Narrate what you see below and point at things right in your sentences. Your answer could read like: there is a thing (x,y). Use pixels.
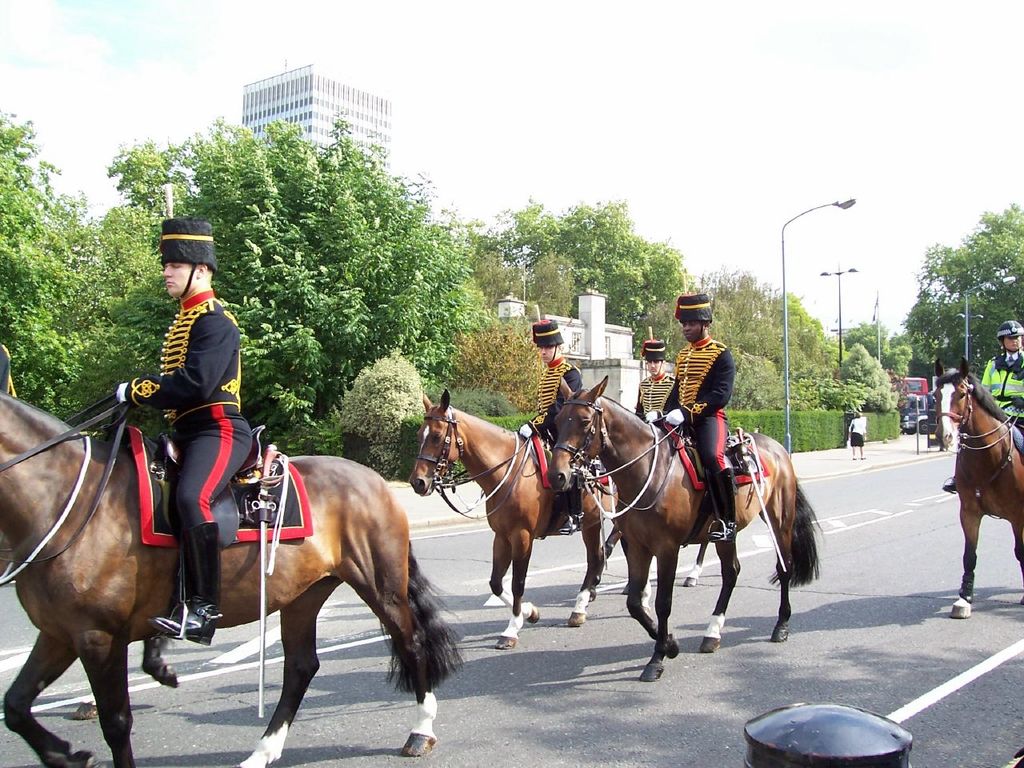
In the image there are few persons (169,364) in black security dress (651,396) riding horse (378,525) on the road (741,659), in the back (413,286) there are trees (420,283) and behind it there is a building (310,107) and above its sky (115,69).
